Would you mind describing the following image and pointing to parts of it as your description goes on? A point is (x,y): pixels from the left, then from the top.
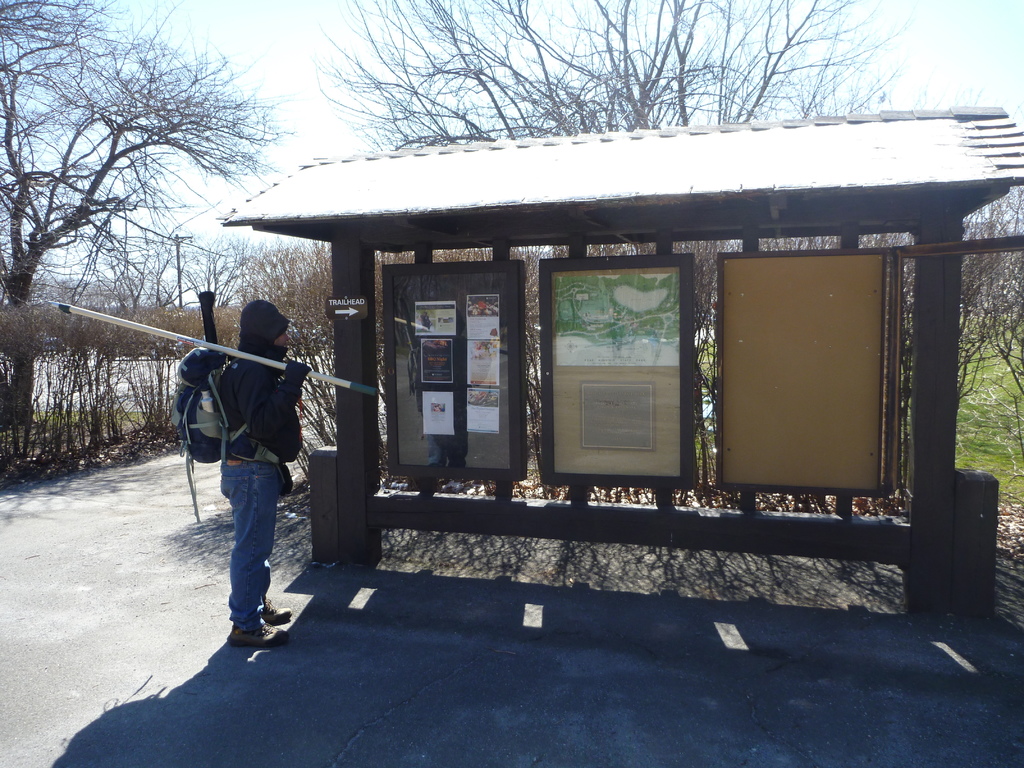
In this image I can see there is a person (271,435) standing on the road (140,479) and holding a stick (251,360) and carrying bag (213,443). And there is a shed (635,312) with boards (617,388). And there are posters (497,407) attached to the board (399,281). And there is a grass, Trees (139,287), and a pole (178,260). And at the top (570,72) there is a sky (773,80).
